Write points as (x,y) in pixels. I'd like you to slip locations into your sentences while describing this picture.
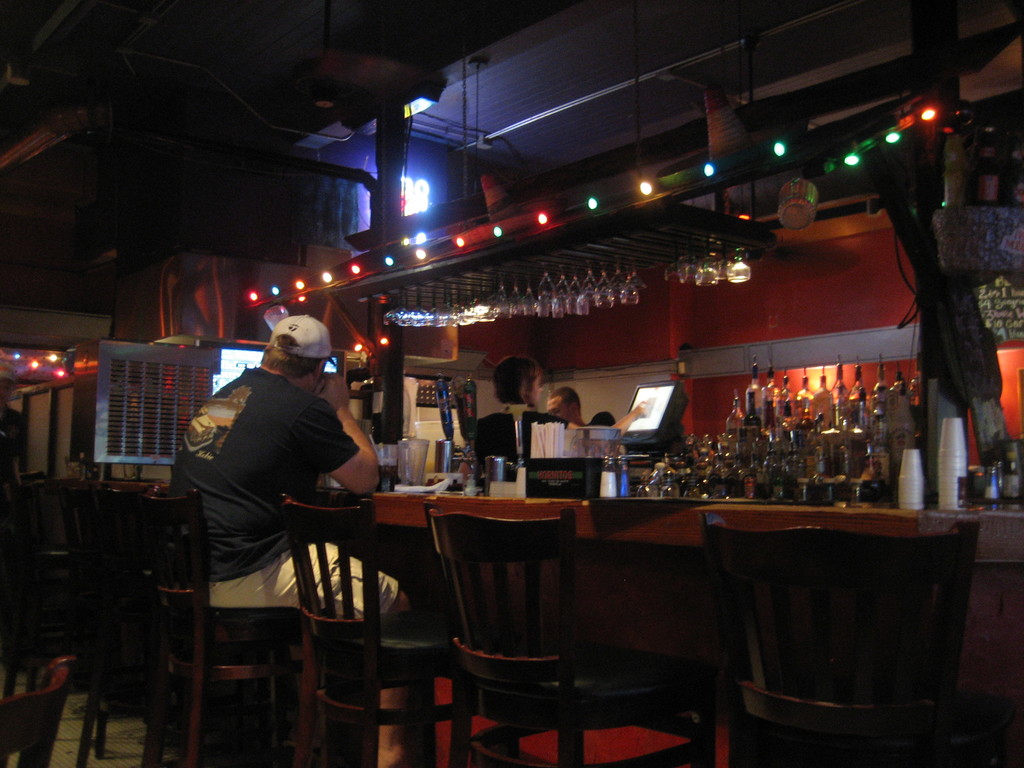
It seems to be the image is inside the restaurant (821,636). In the image there is a man (255,442) sitting on chair (189,560) in front of a table (433,494), on table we can see some glasses (413,461) and bottles (804,467) and a monitor (677,393). On right side (926,258) there is a pillar (939,348), few lights (892,140) on top (619,111) there is a roof (610,125).
